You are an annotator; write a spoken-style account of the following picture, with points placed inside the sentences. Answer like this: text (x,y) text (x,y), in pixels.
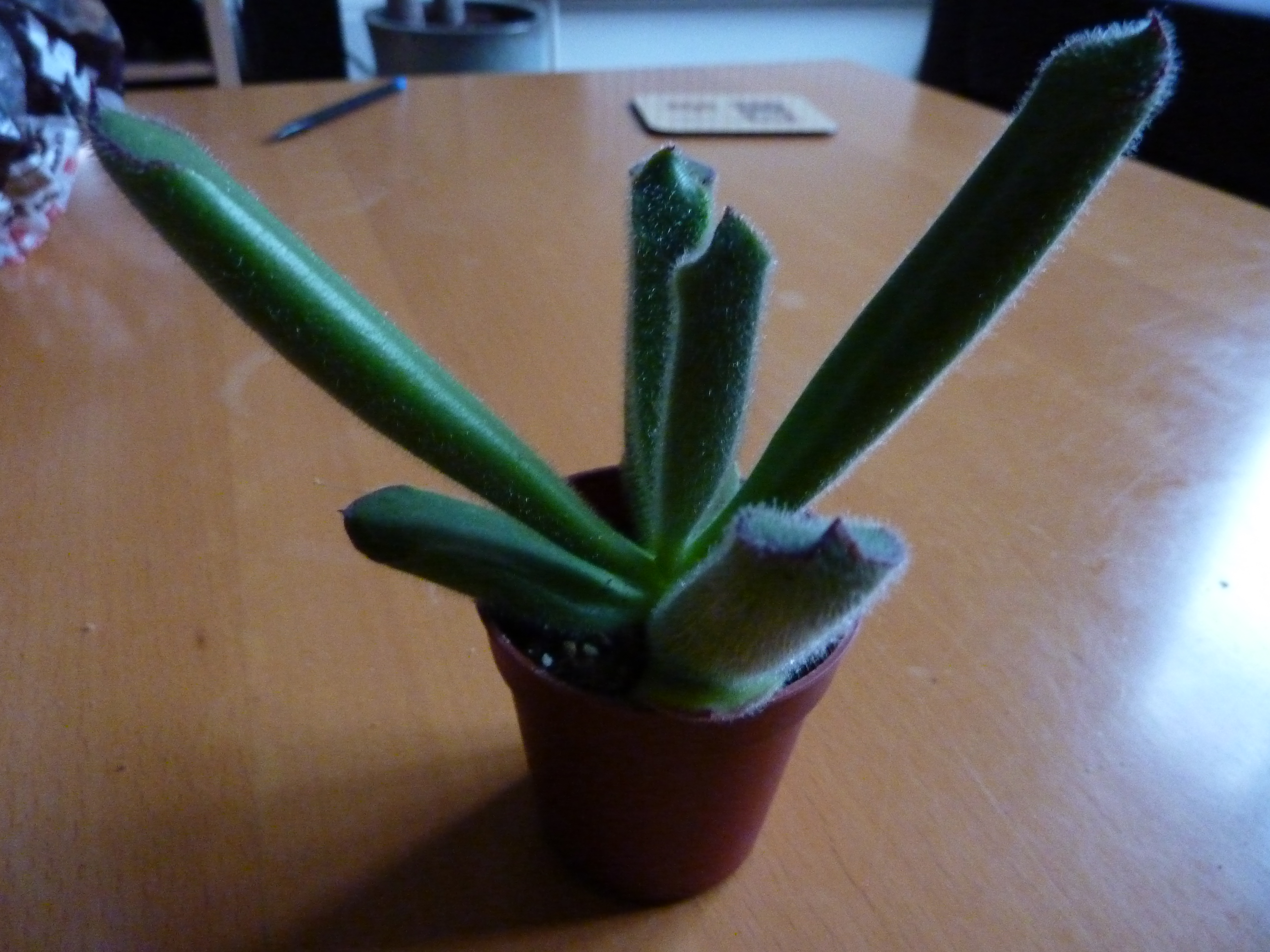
In the center of the image (778,624), we can see a houseplant (792,477) and in the background (342,103), there is a pen (320,112) and we can see some objects (49,111) on the table (350,713) and there is a bin (461,53) and we can see a cupboard (226,7).
